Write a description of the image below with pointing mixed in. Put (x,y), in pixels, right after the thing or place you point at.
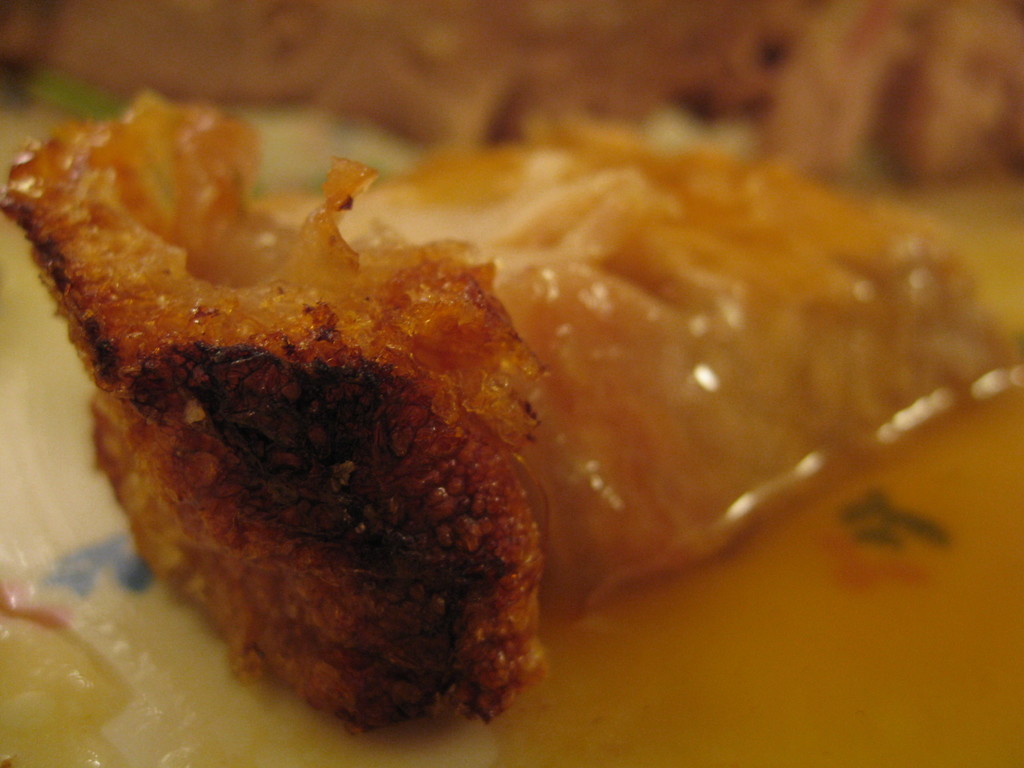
This is a zoomed in picture. In the center (491,326) we can see the food item (425,404) is placed on the top of an object (663,610). The background of the image (892,132) is blur. In the background (462,52) there is an object (516,88) seems to be the food item (203,41).
